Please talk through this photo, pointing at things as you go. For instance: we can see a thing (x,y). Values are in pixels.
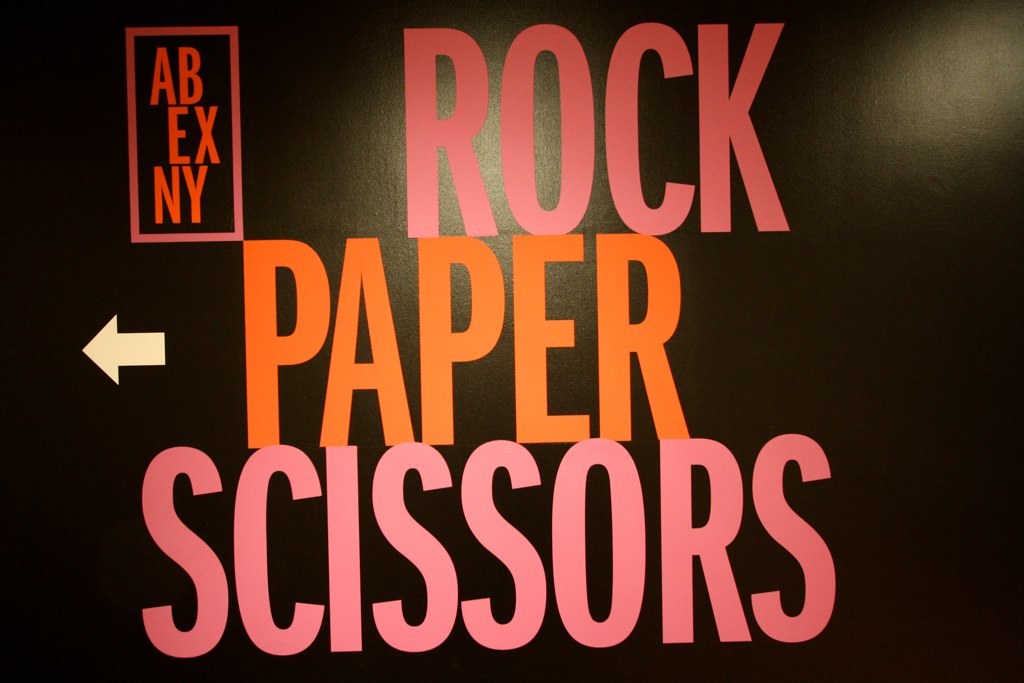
In this picture we can see a poster (98,630). We can see an arrow sign (132,363) on the left side (87,351). Background (862,405) is black in color.
